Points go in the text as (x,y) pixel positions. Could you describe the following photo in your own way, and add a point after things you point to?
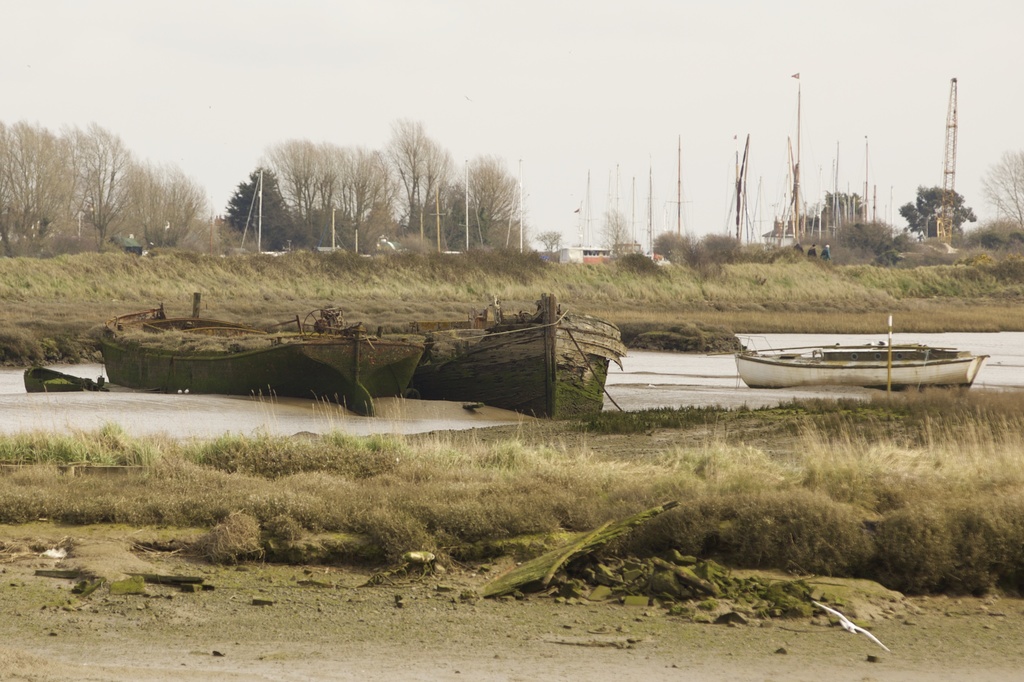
In the image we can see there are boats (447,379) on the water (211,404). We can even see grass (464,471), stones (744,598), trees (388,190) and the sky (200,61). We can even see there are poles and a house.
